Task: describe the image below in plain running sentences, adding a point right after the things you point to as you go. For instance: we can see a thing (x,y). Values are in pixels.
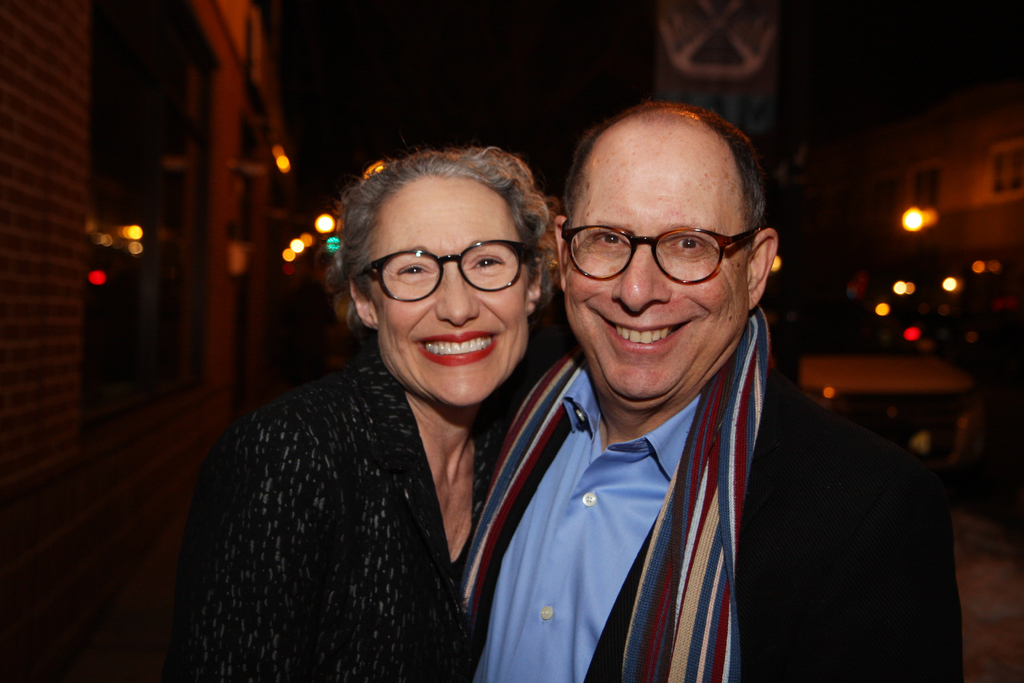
In this image we can see a lady (441,493) and a man (685,472) standing and smiling. In the background (75,259) there are buildings (908,167) and lights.
